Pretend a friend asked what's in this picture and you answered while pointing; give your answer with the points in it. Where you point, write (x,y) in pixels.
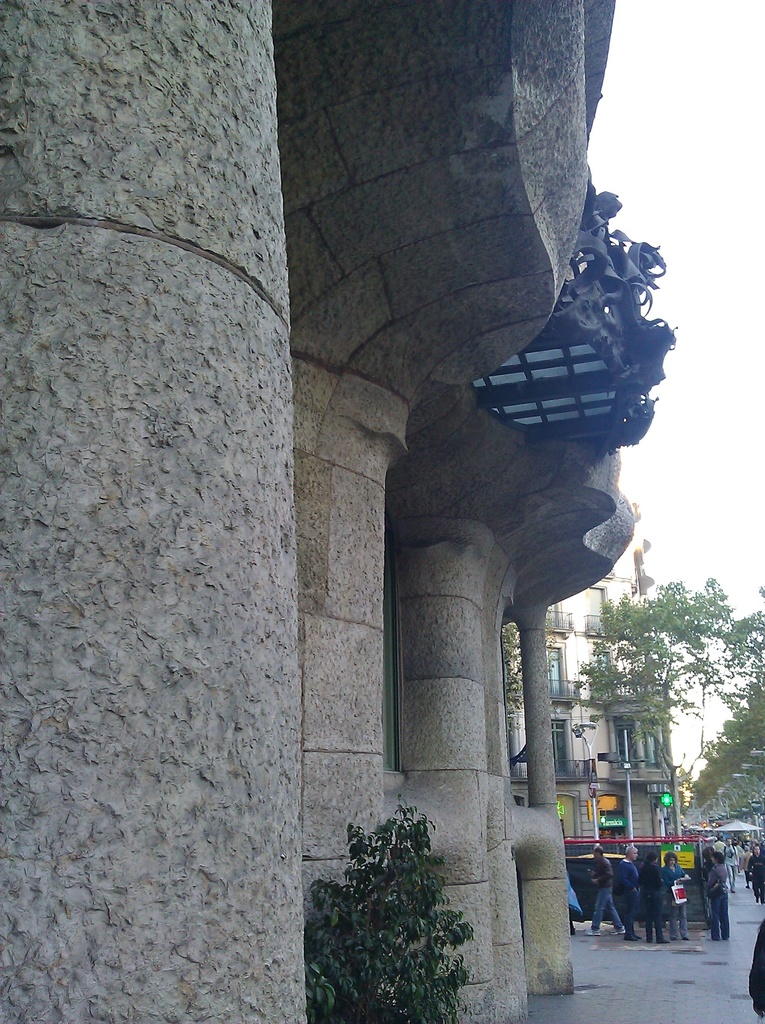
On the left side (180,532) there is a building (349,653) with pillars (426,657). On the side of the building (458,624) there is a plant (416,914). In the back (638,884) there are many people (648,869). Also there is a building (628,694) and there are trees (741,729).
